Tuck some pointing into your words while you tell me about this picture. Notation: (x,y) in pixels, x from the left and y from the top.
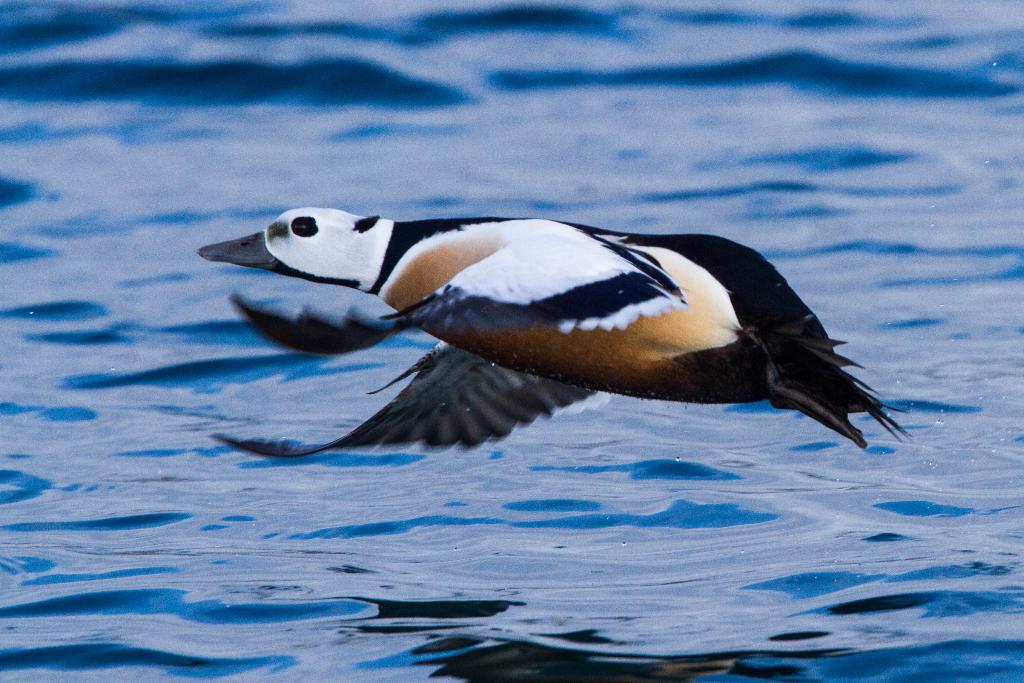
In this image I can see the bird (639,375) in black, brown and white color. I can see the blue color water (641,513).
